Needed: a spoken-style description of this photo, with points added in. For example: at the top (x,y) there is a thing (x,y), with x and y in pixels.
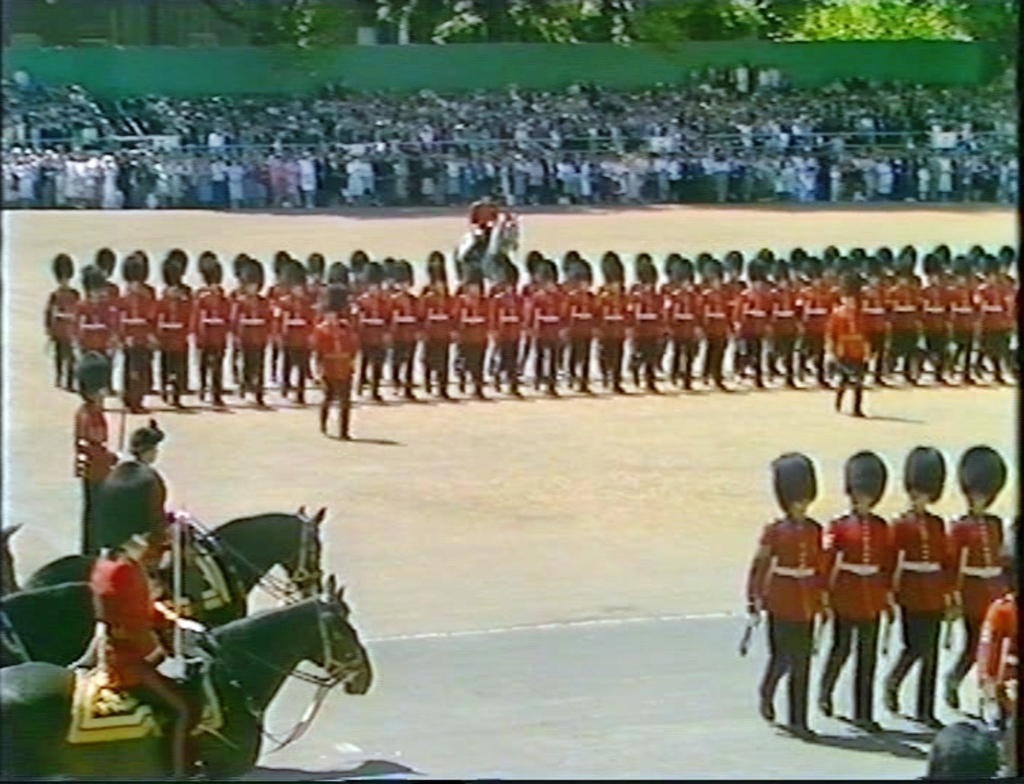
Here we can see people (710,294). Far we can see crowds (825,137) and trees (903,1). These three people (158,472) are sitting on horses (281,645).
